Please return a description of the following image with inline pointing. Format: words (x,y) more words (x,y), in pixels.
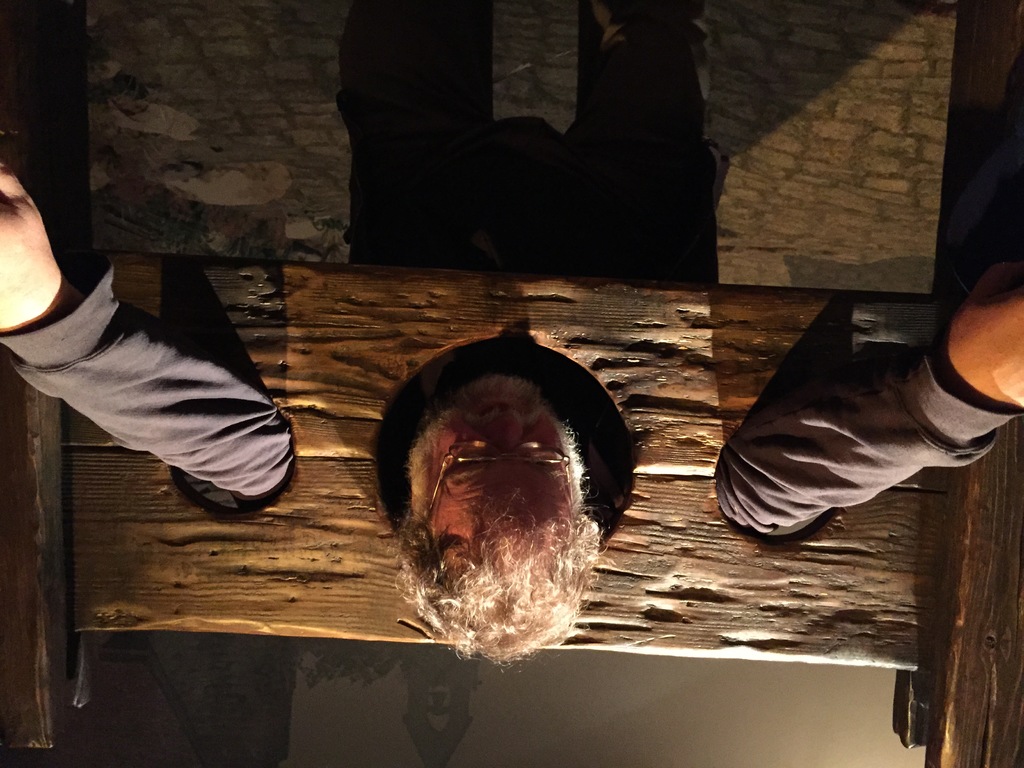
In the picture I can see a man (772,508) in middle of the image (496,419). He is wearing clothes (569,188) and spectacles (468,457) and I can see the hand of a man (201,404) are kept out from the wooden block (269,387) as it is having two holes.
